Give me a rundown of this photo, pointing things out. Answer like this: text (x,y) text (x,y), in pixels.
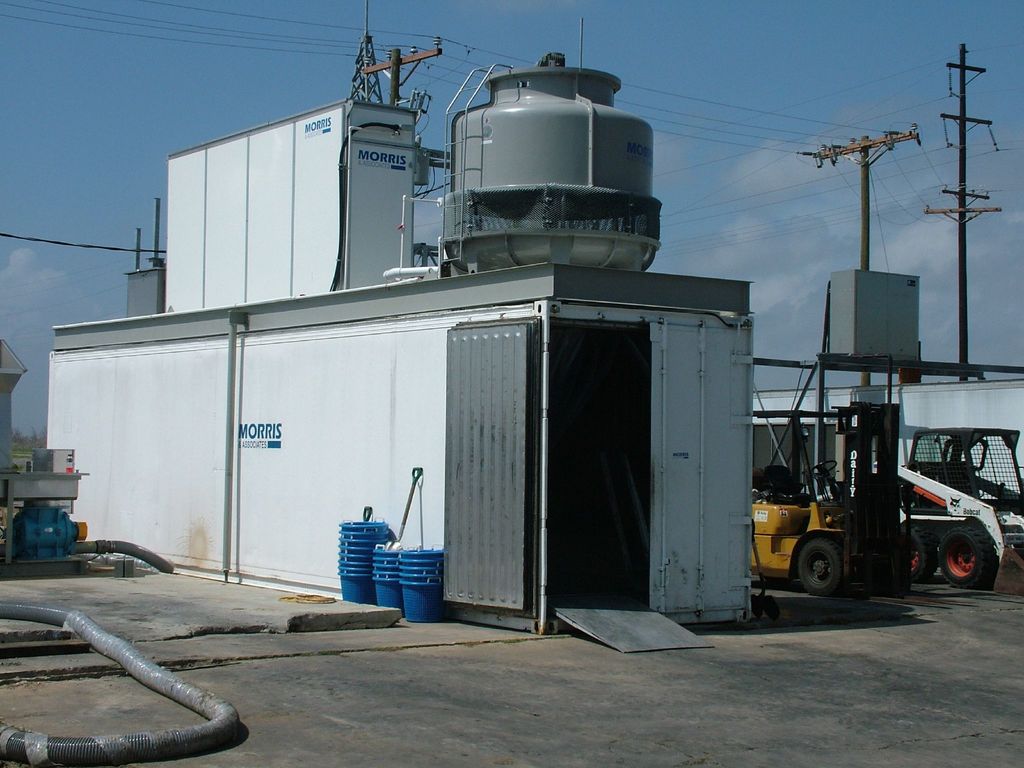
In this image we can see a group of containers (197,295) placed on the floor (506,657). To the right side of the image (791,538) we can see two vehicles (851,525) parked on the ground (840,652). In the background (967,233), we can see a group of poles (955,219) and sky (774,204).
